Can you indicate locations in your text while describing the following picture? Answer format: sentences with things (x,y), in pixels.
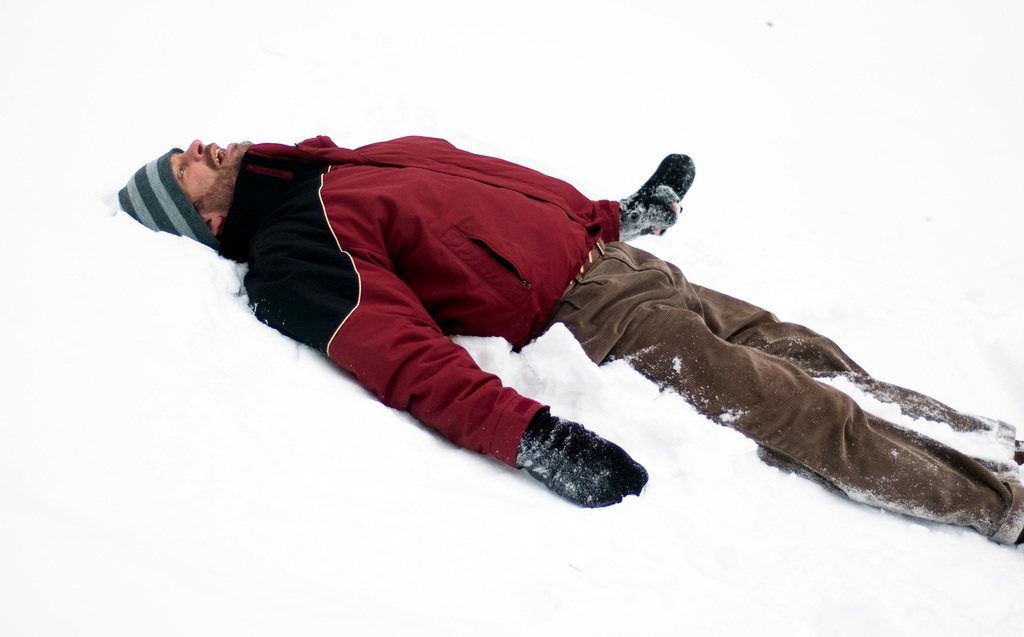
In this picture we can see a man (365,297) and snow (357,465), he is lying and he is wearing a cap (180,188).
